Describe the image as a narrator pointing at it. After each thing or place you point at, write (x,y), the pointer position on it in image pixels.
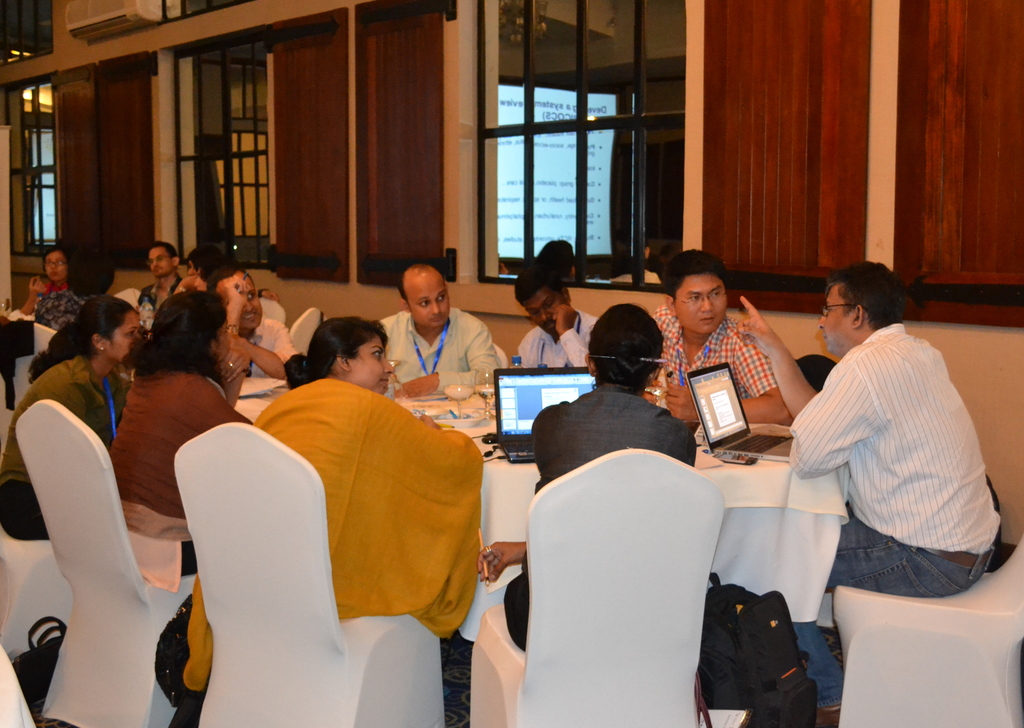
There are group of people (133,393) sitting on the chairs (305,348). This is a table (500,484) covered with white cloth (760,499). There are laptops (501,378), wine glass (451,397), bottles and some other things (475,416) on it. This is a bag (745,652) placed on the floor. These are windows (584,154) with glass doors (568,143). Here I can see an Air conditioner (109,2) attached to the wall (131,44).
